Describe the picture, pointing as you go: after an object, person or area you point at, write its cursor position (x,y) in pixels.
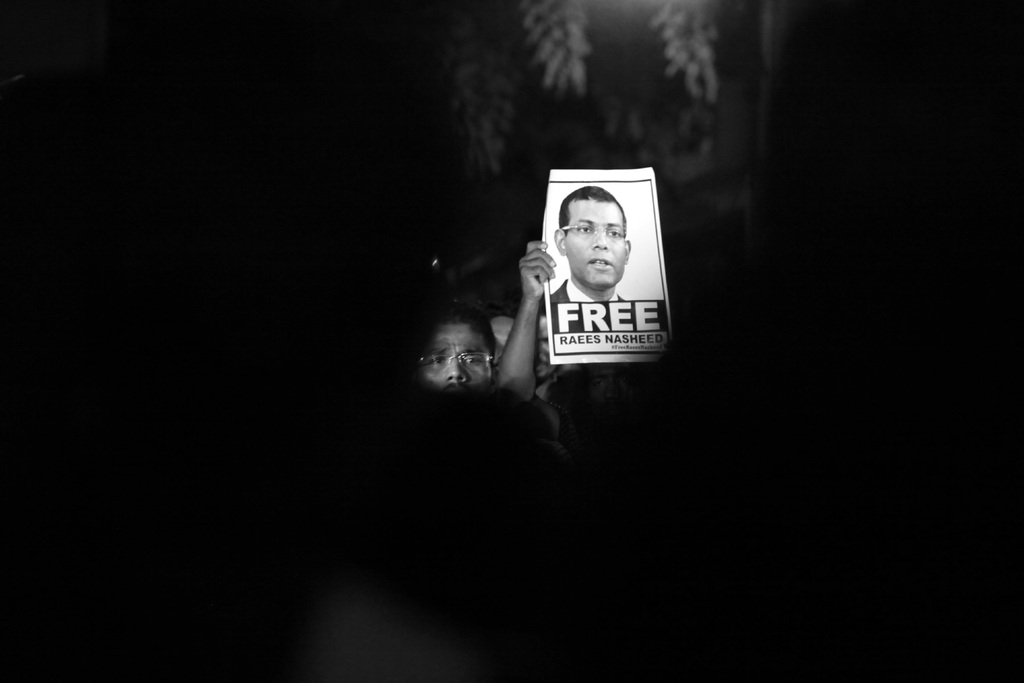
This image is dark. In this image we can see there is a person (487,346) holding a poster (592,254). In the poster (595,236) there is a person's face (604,275) with text (601,331).
